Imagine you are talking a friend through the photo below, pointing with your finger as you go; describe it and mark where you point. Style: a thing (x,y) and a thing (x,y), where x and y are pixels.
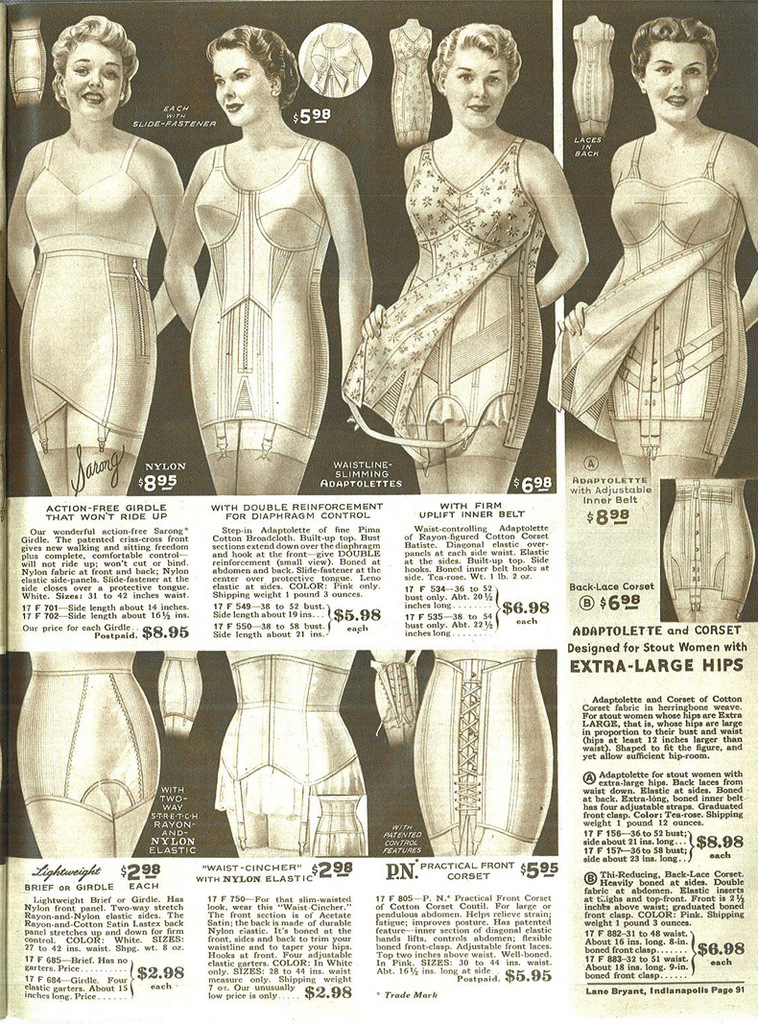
There is a newspaper (347,553), on which, there are images (701,354) and paragraphs (418,973). In the images (181,263), there are persons (667,163).
